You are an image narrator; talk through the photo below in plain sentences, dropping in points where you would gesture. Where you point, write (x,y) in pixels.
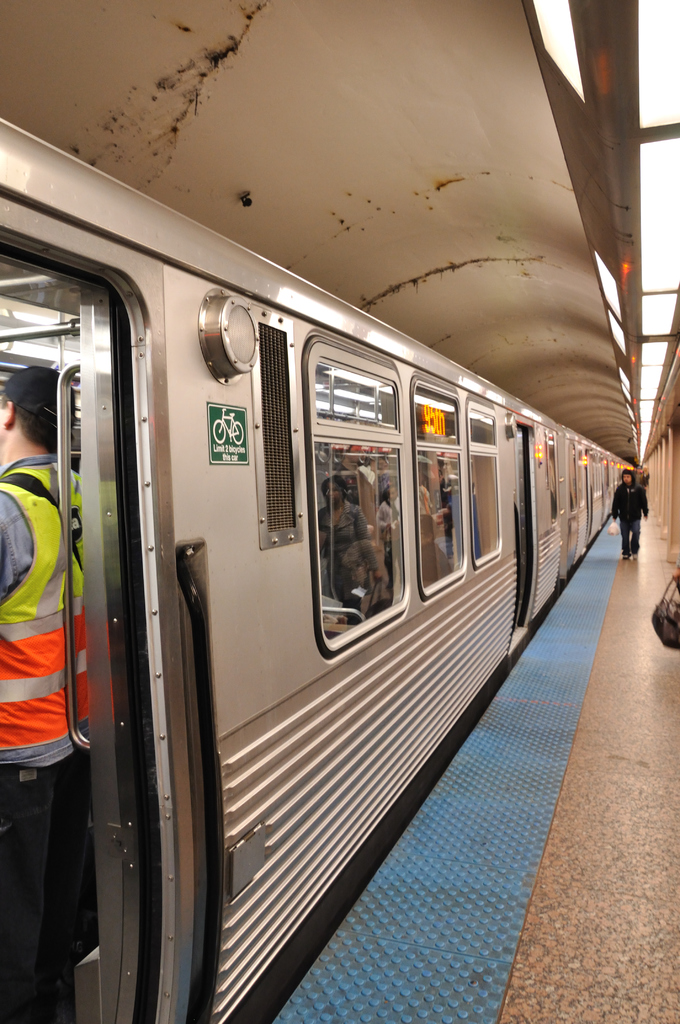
In this picture, we see a metro train (453,690) is stopped on the tracks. The man (56,441) in the yellow and the orange jacket (45,598) is standing in the train (129,725). On the right side (673,639), we see a black bag (676,603) and behind that, we see a man (641,518) in black jacket (641,518) is walking on the platform (588,804). This picture is clicked in the subway station (301,114).
